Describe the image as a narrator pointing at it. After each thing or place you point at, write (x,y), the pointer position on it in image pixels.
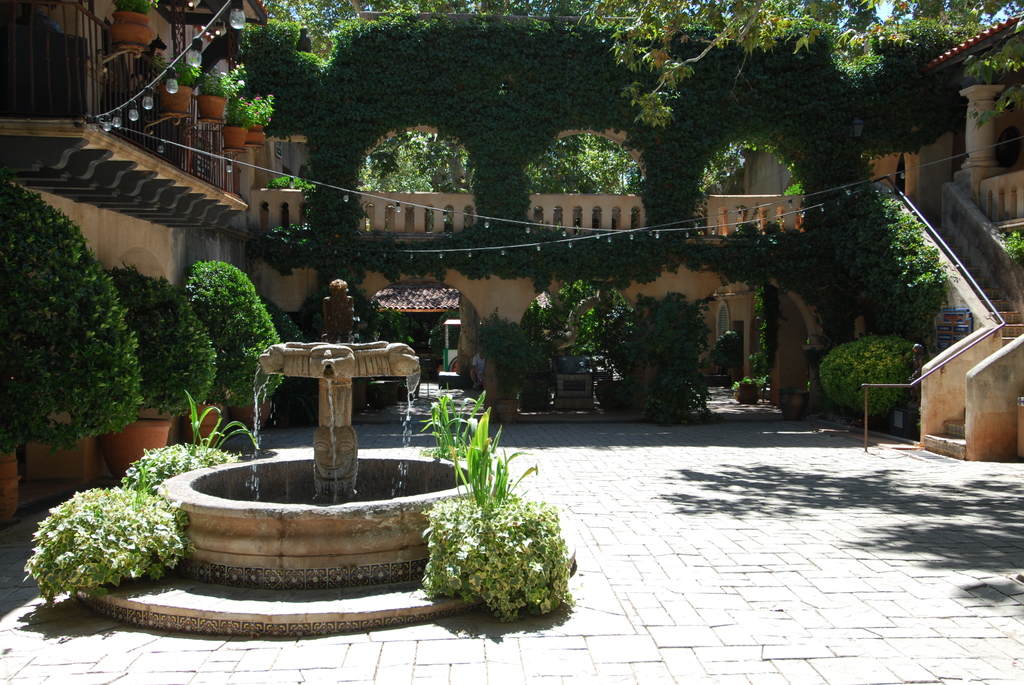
In this picture we can see the trees (612,155), buildings (101,160), plants (106,282), water fountain (257,387), stairs (982,350). We can see the posts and lights (109,126).
